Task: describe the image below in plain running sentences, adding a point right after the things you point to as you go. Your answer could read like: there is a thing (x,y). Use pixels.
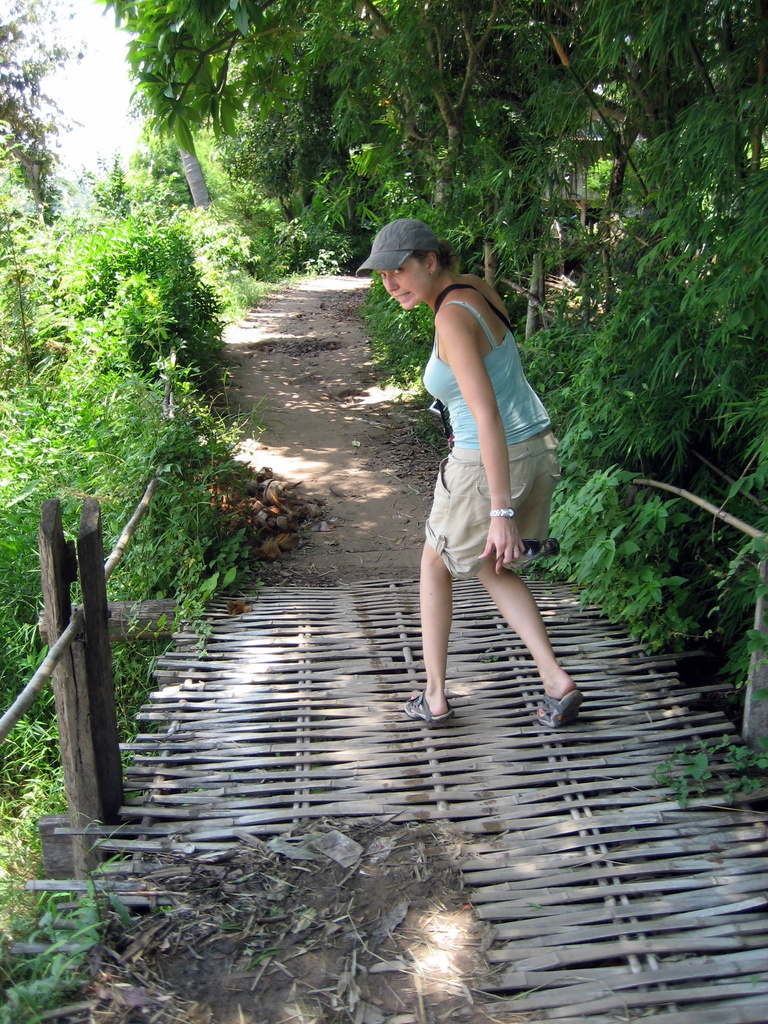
In the picture I can see a woman (477,315) walking on the wooden walkway (347,680) and she is holding the goggles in her left hand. In the picture I can see the plants (206,302) on the left side (52,412) and the trees (708,88) on the right side (534,209).
